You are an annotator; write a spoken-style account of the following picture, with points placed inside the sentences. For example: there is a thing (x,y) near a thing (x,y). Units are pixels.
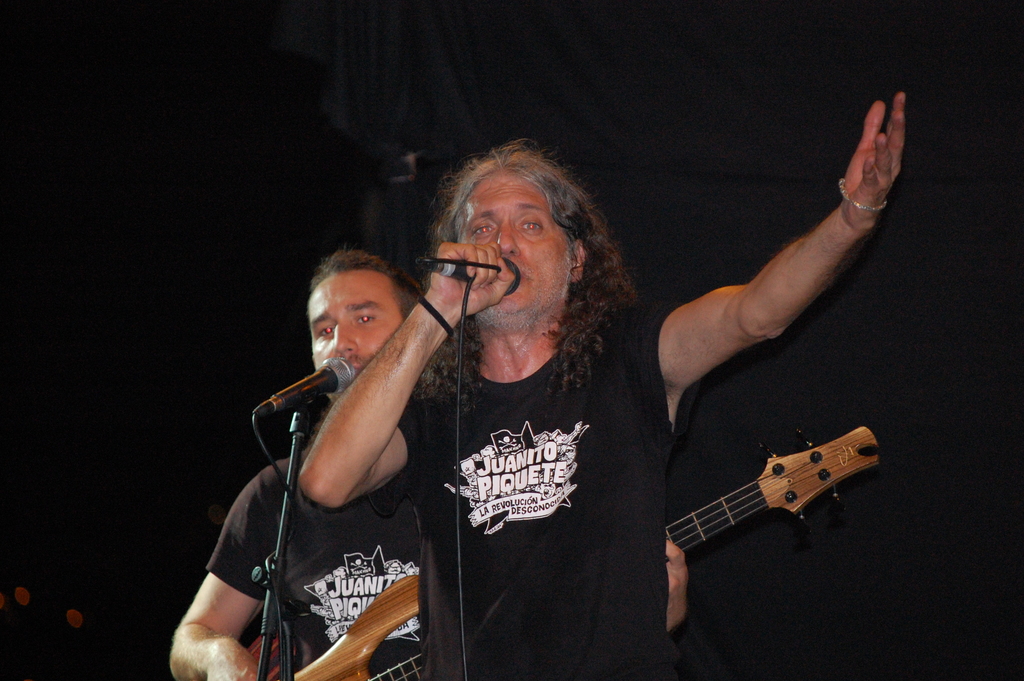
In this picture we can see two men (398,523) where one is holding guitar (383,674) in his hand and playing it and both of them are singing on mics (270,397) and in background (448,121) it is dark.
